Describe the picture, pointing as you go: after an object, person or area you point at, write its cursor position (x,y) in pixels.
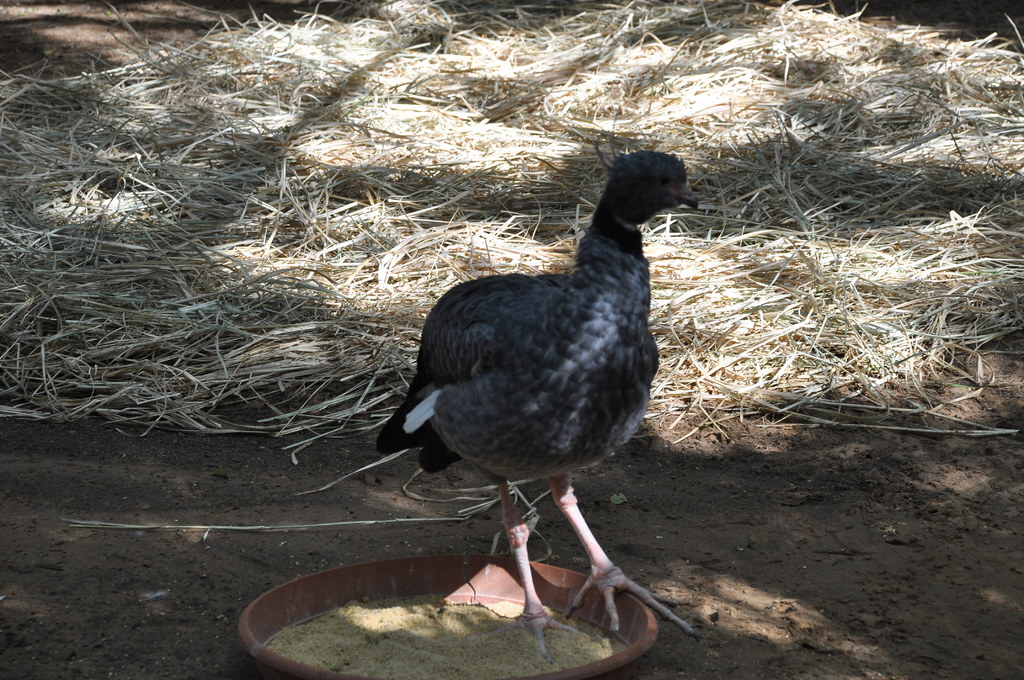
In the center of the image (453,357) we can see a bird (551,352). At the bottom of the image (475,602) we can see a plate (471,600) contains food (422,627) and ground (808,509). In the background of the image (586,231) we can see the dry grass (441,226).
